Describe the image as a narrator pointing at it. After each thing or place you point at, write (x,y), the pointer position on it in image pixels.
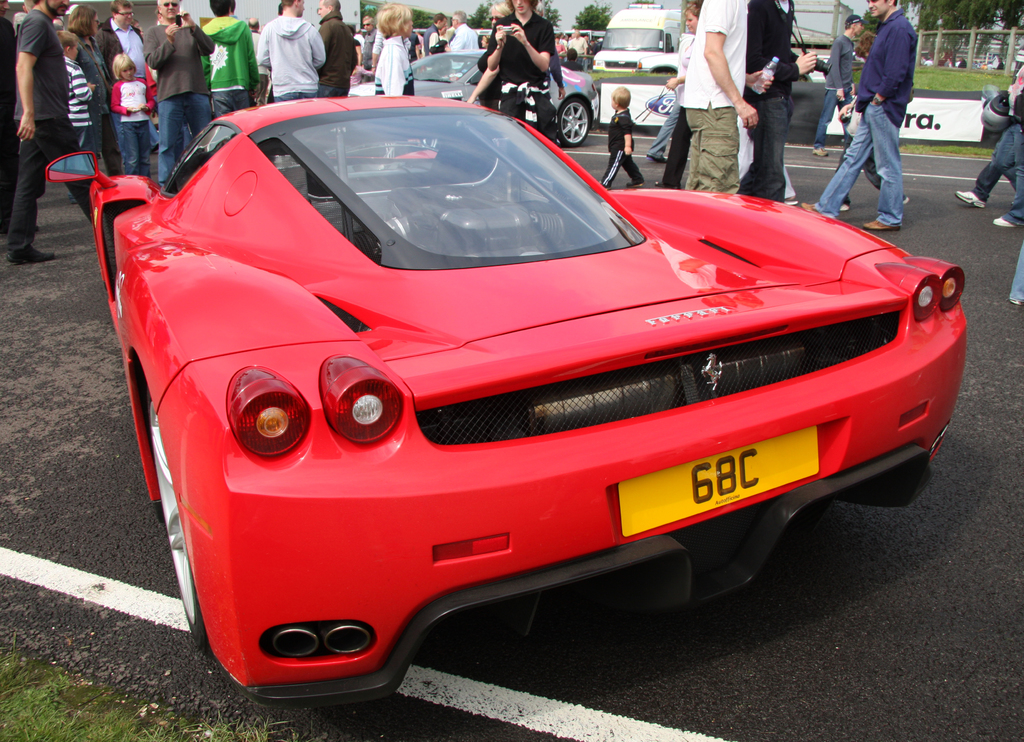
In this image we can see some vehicles (616,375) and a group of people (628,125) on the ground (1023,417). We can also see grass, a board (937,116) with some text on it, a group of trees (979,21) and the sky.
